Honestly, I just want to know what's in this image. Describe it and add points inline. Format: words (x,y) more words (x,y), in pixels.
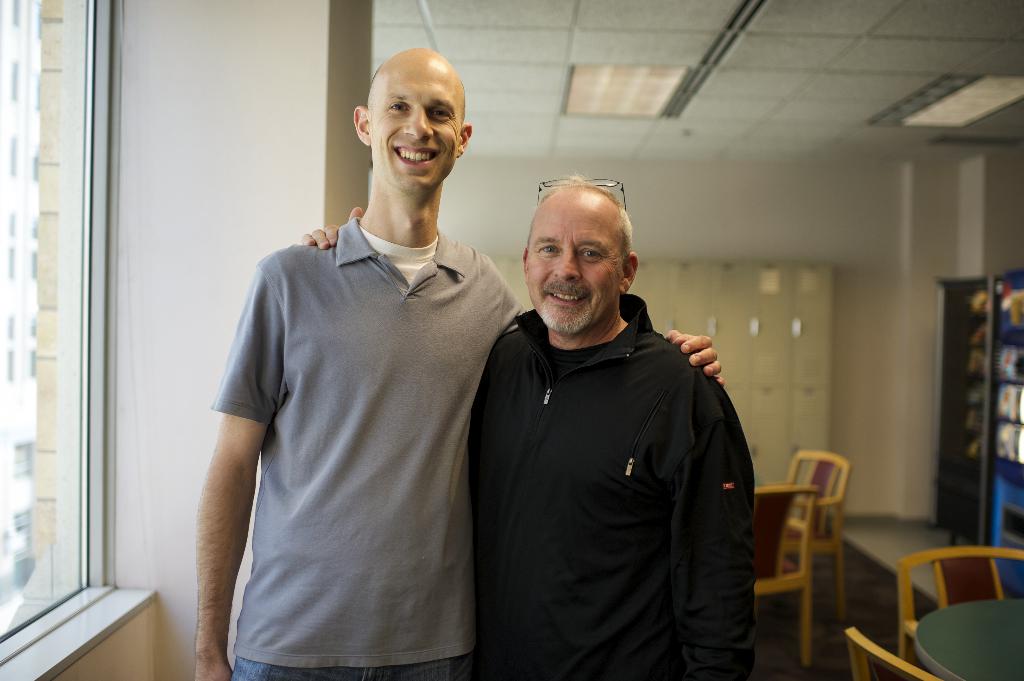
In this image there are two persons (494,290) who are standing and smiling, on the top (690,58) there is ceiling (545,37) on the left side (51,146) there is a window (44,253) and wall (248,203). And on the background (805,506) there are some tables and chairs (850,637).
